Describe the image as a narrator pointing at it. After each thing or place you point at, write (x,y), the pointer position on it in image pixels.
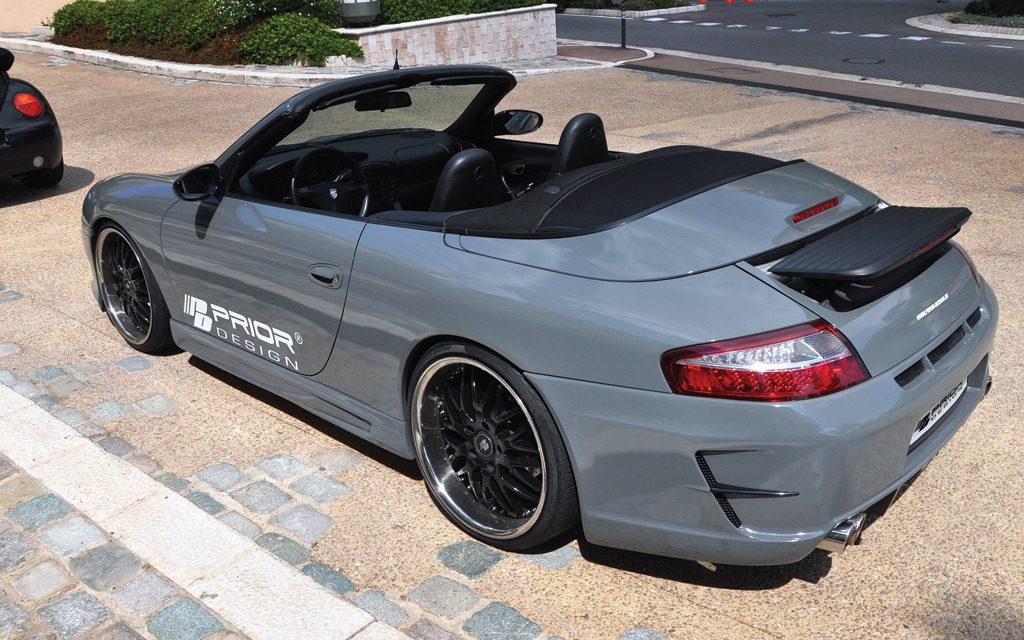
In the picture there are two cars (370,336) in the parking (33,72), near to car (515,126) there is a road (870,9) near to the road (882,3) there are plants (275,27) on the car (216,358) there is some text (268,352).
